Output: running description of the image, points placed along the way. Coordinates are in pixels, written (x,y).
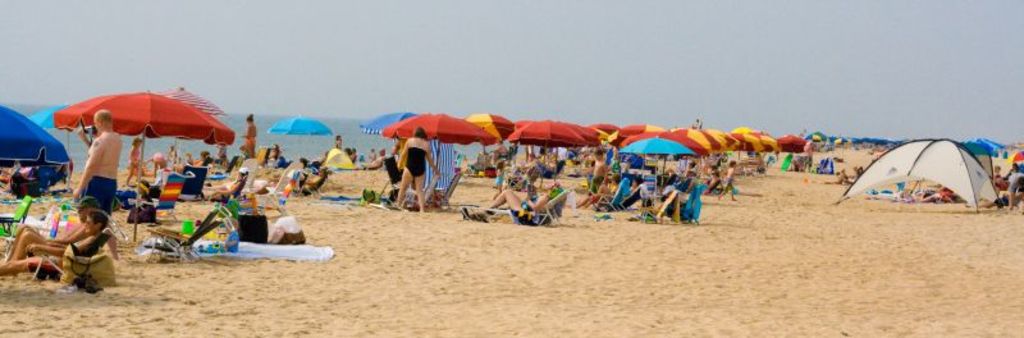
In this image there is a beach (749,232), in that beach (328,232) there are people (207,160) are standing, few are lying on chairs (562,196) and there are umbrellas (977,144), tent (934,166) and the sea (306,142).
